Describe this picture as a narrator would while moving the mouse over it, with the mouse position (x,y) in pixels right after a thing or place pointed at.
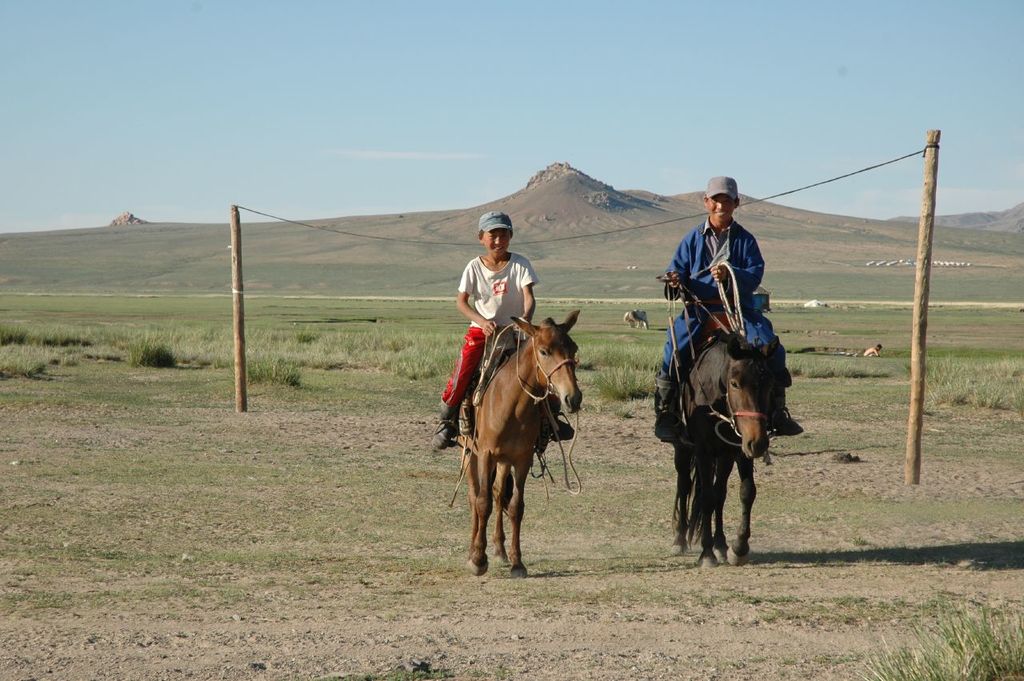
As we can see in the image there are two people (501,292) sitting on horses (566,374). There is grass (397,319) and sky (453,62). The man (696,235) over here is wearing blue color jacket (700,278) and sitting on black color horse (718,418). The person (490,217) over here is wearing white color dress (503,317) and sitting on brown color horse (509,487).
